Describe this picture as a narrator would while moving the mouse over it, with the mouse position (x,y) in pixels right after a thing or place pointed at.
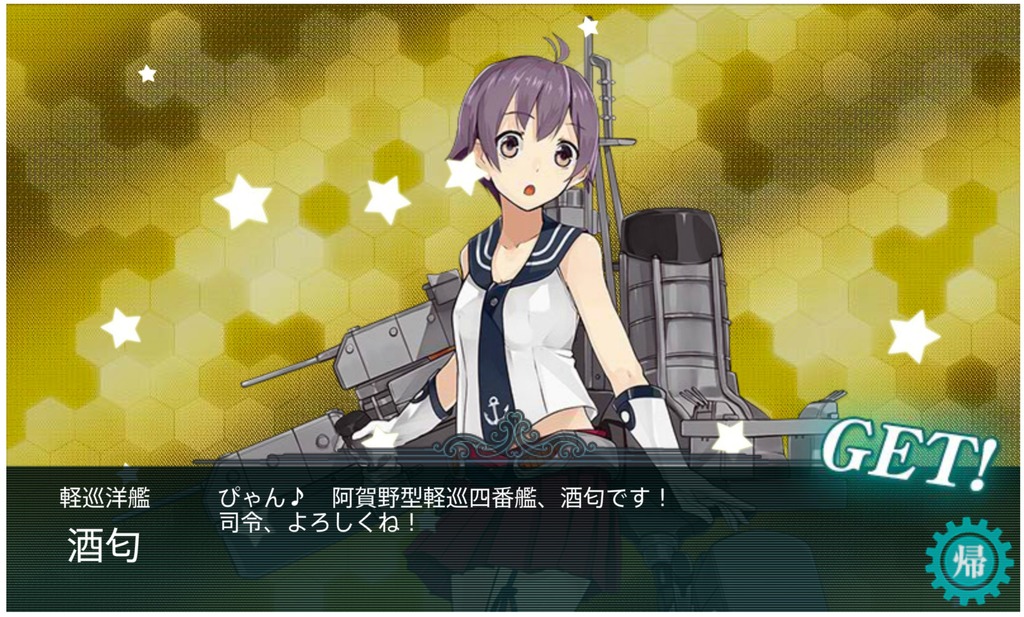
It is an animated image, in this a beautiful girl (553,378) is standing, on the right side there is the word get (911,470).
